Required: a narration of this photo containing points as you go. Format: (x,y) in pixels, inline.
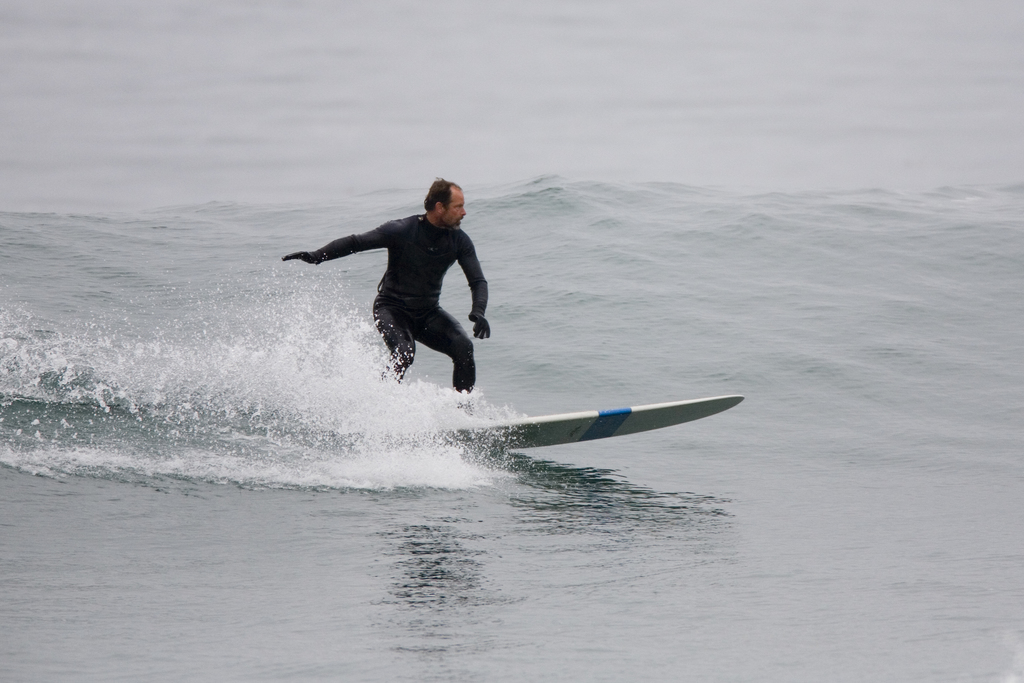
In the center of the image (409,287) we can see person (388,307) surfing on the water (58,289).
